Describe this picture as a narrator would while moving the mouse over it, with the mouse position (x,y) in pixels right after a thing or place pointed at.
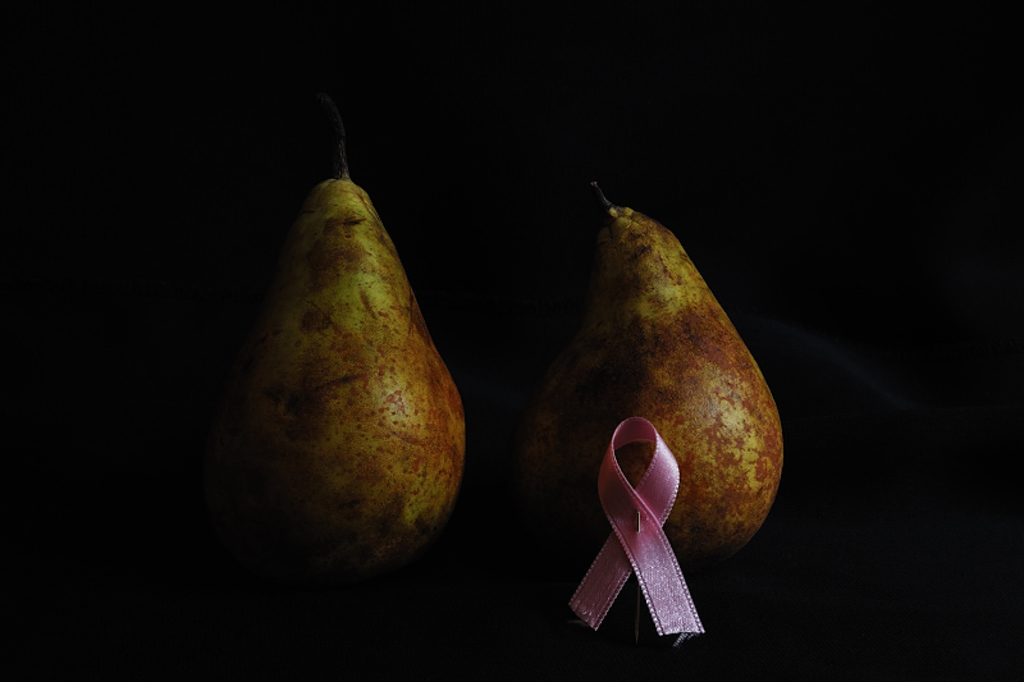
In the center of the image (654,255) there are two pears (599,528). There is a pink color ribbon (670,462).
